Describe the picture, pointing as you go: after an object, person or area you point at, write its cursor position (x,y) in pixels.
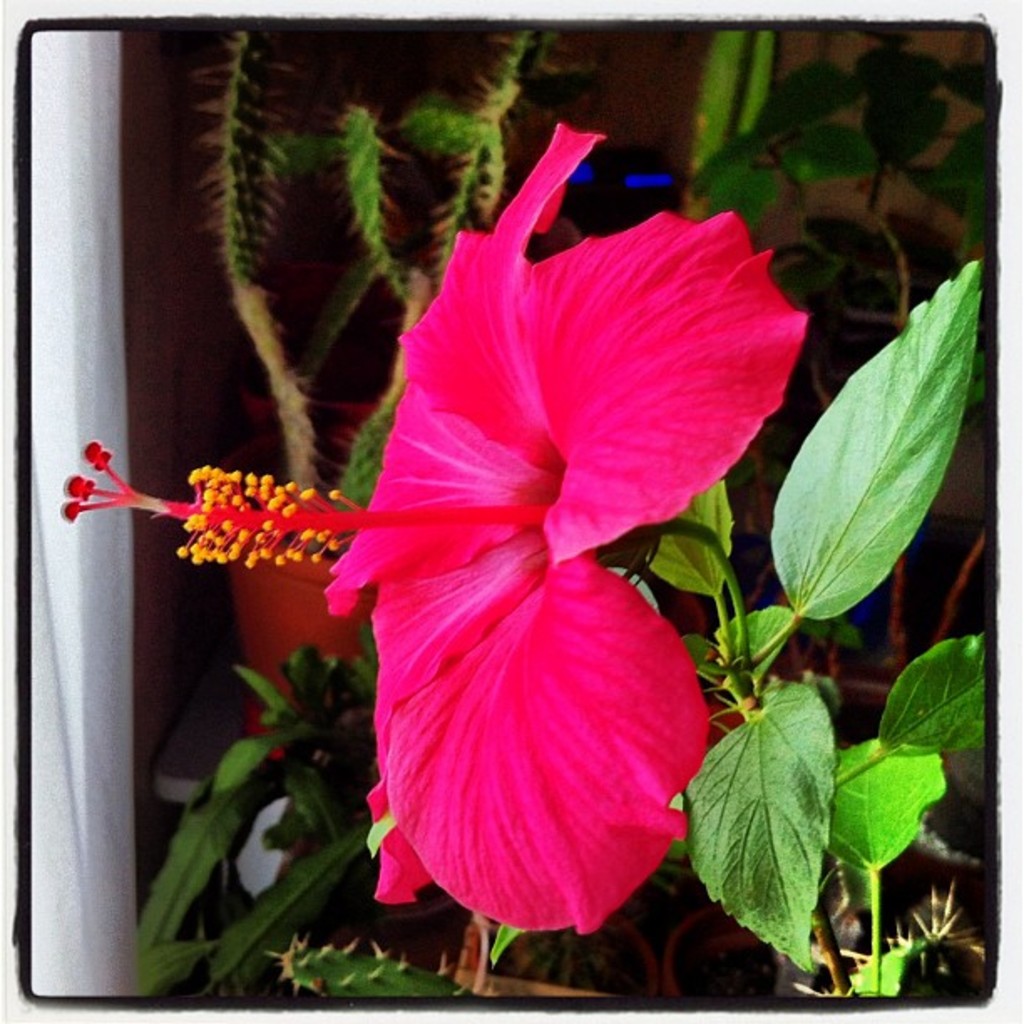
In this picture I can see a plant (479,511) in front (451,431), on which I can see a flower (526,294) which is of pink color. In the background (155,902) I can see few more plants (816,112).
